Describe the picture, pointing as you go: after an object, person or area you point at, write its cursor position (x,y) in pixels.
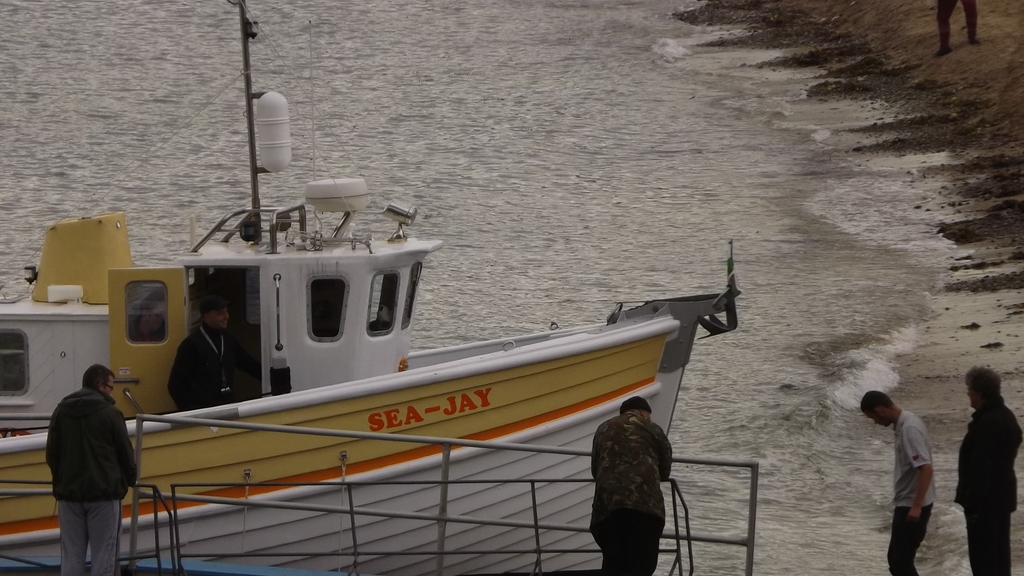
At the bottom of the picture (101,470), we see two men (98,456) are standing. In front of them, we see the iron rods (478,483). In the right bottom (919,440), we see two men (1006,471) are standing. We see a ship (527,389) in white and yellow color is sailing on the water (954,497). We see a man (191,392) is riding the ship (296,329). In the background (599,131), we see water (530,132) and this water (441,101) might be in the sea (511,84). In the right top (943,12), we see the person (942,27) is standing and we see the sand (929,102).
